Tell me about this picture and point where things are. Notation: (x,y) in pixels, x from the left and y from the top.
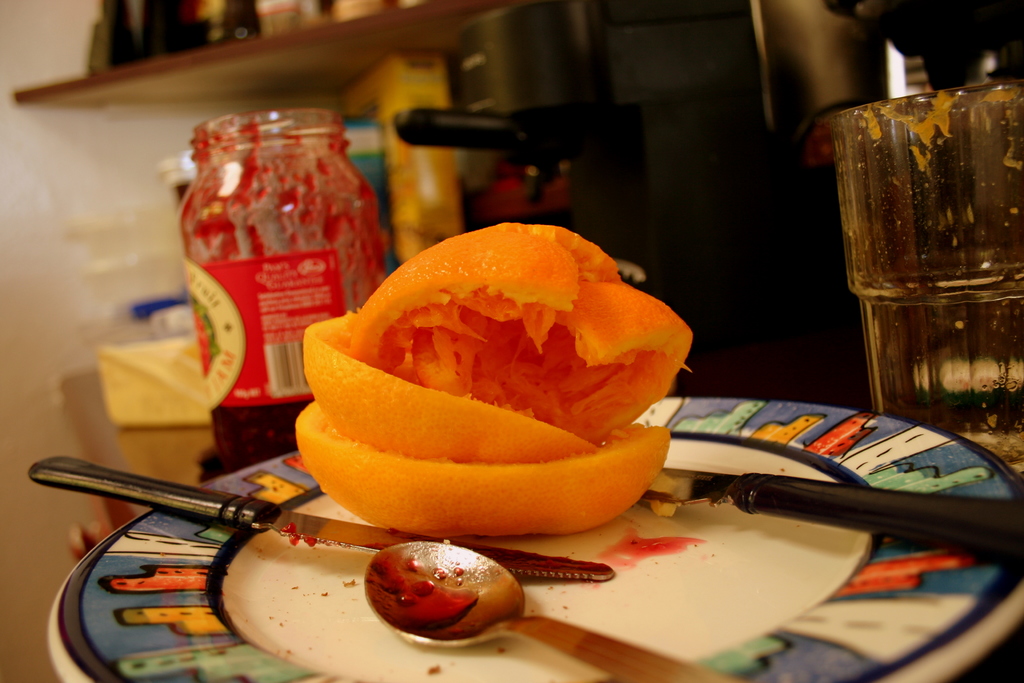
In this image, we can see a plate (753,539) contains spoon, knives (445,536) and orange peel (528,454). There is glass (909,303) on the right side of the image (949,402). There is a bottle (223,227) in the middle of the image (357,266). There is a shelf (227,63) in the top left of the image (118,78).
